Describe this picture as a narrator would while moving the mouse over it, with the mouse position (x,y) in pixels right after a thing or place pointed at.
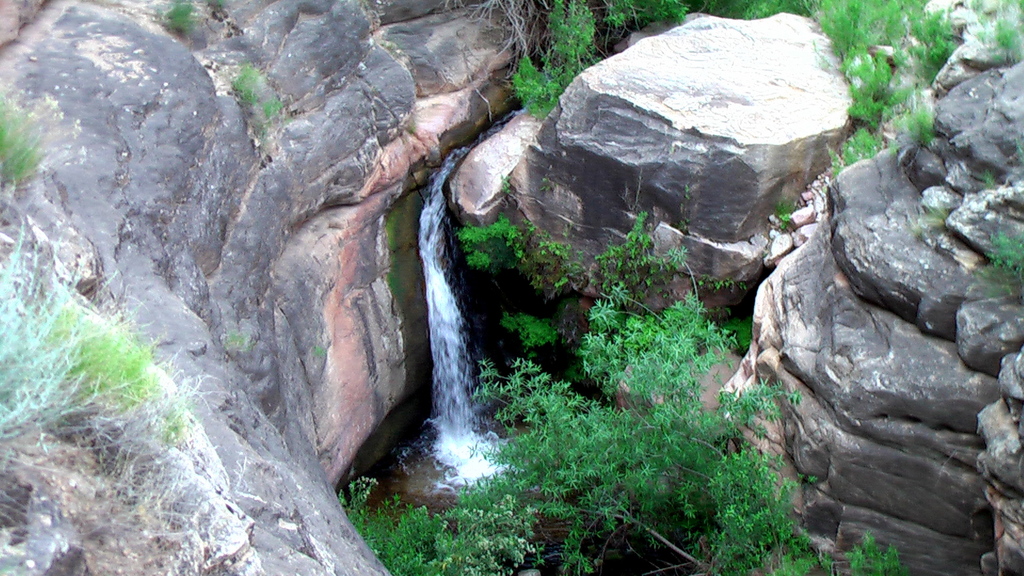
In the center of the image (385,358) we can see trees (579,27), grass (115,339), hills (151,320), water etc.
